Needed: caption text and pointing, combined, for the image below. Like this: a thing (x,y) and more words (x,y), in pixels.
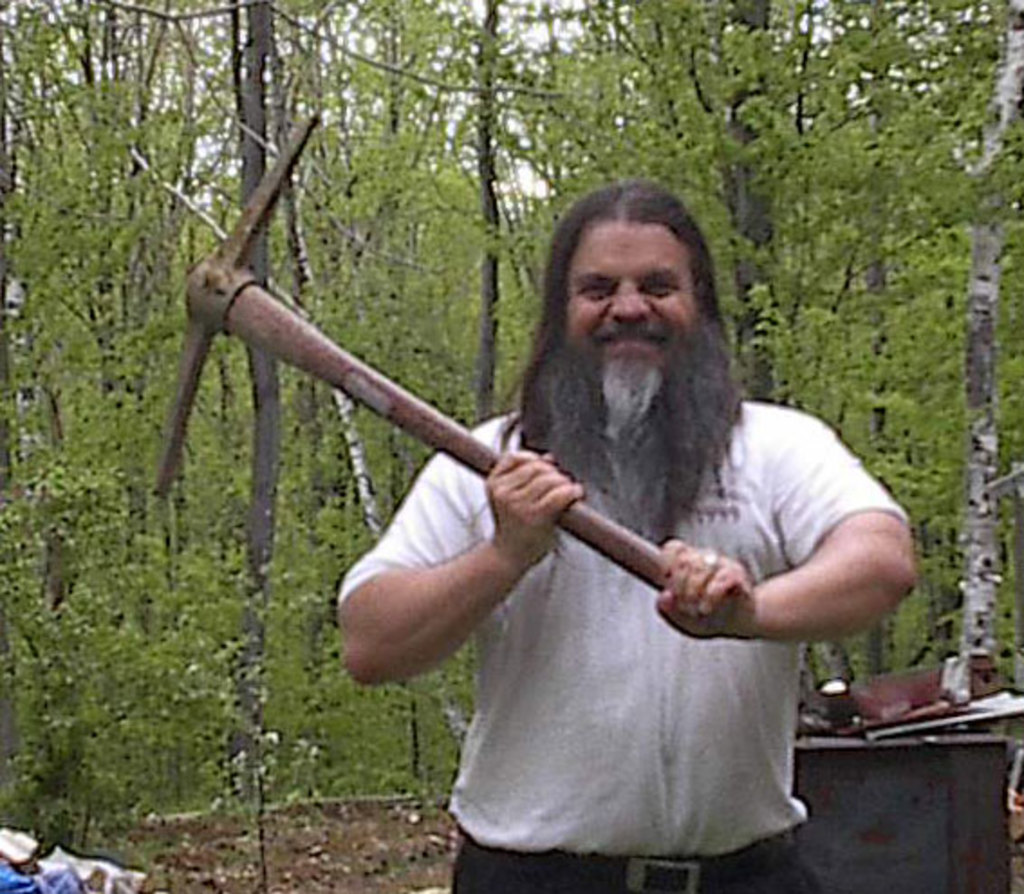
In this picture there is a man (700,789) in the center of the image (478,433), by holding an axe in his hands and there are other tools (872,704) and trees (962,646) in the background area of the image (970,706).
